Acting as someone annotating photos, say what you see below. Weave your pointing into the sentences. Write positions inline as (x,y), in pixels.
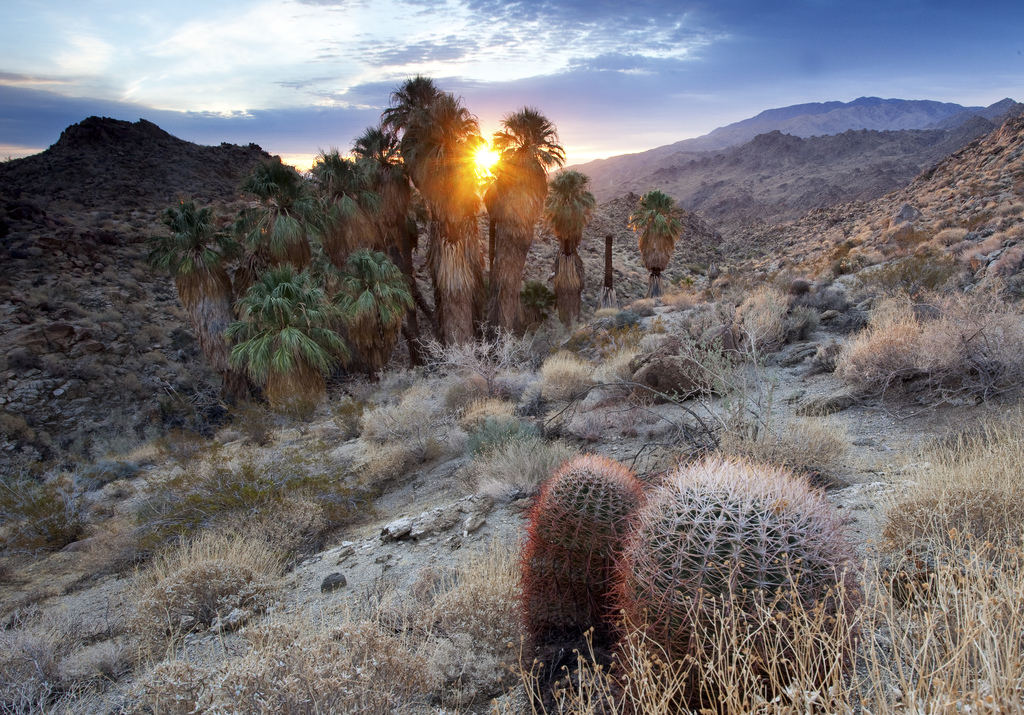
In the image we can see there are cactus plants (548,610) and dry plants (476,623) on the ground (188,621). There are trees (325,269) and behind there are hills (177,159). There is cloudy sky (322,87) on the top (257,84).
